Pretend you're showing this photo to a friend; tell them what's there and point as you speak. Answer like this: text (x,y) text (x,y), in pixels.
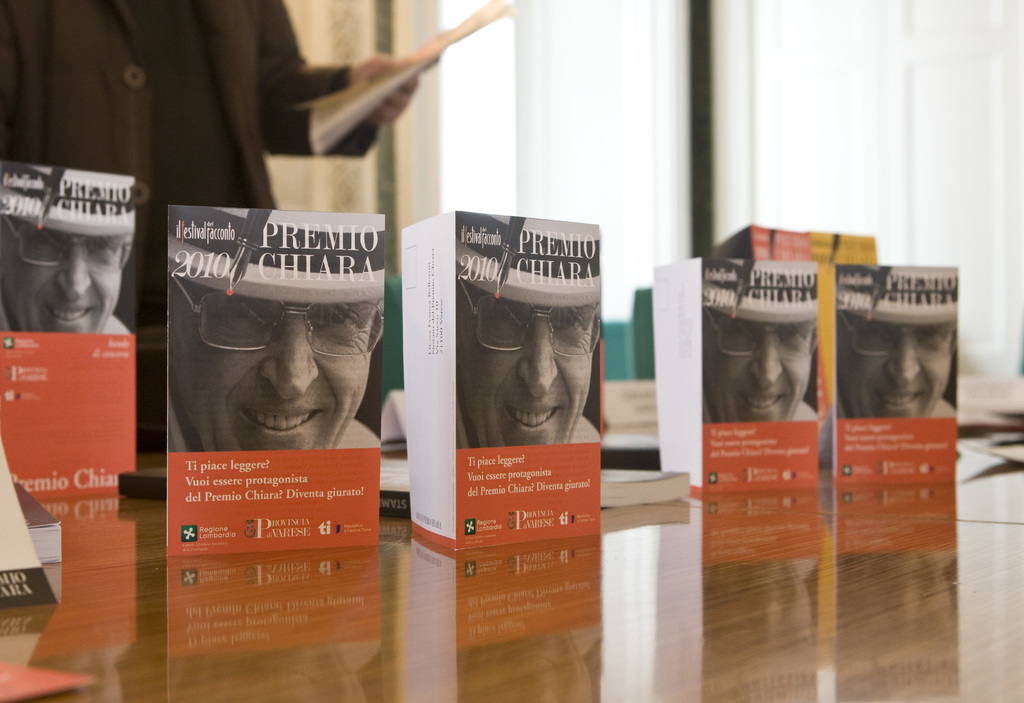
Here in this picture we can see number of books (327,502) present on the table (790,526) over there and on its cover (259,421) we can see a person's face (298,386), smiling and behind that we can see another person (255,159) standing and holding a paper (382,101) in his hand (373,111).
